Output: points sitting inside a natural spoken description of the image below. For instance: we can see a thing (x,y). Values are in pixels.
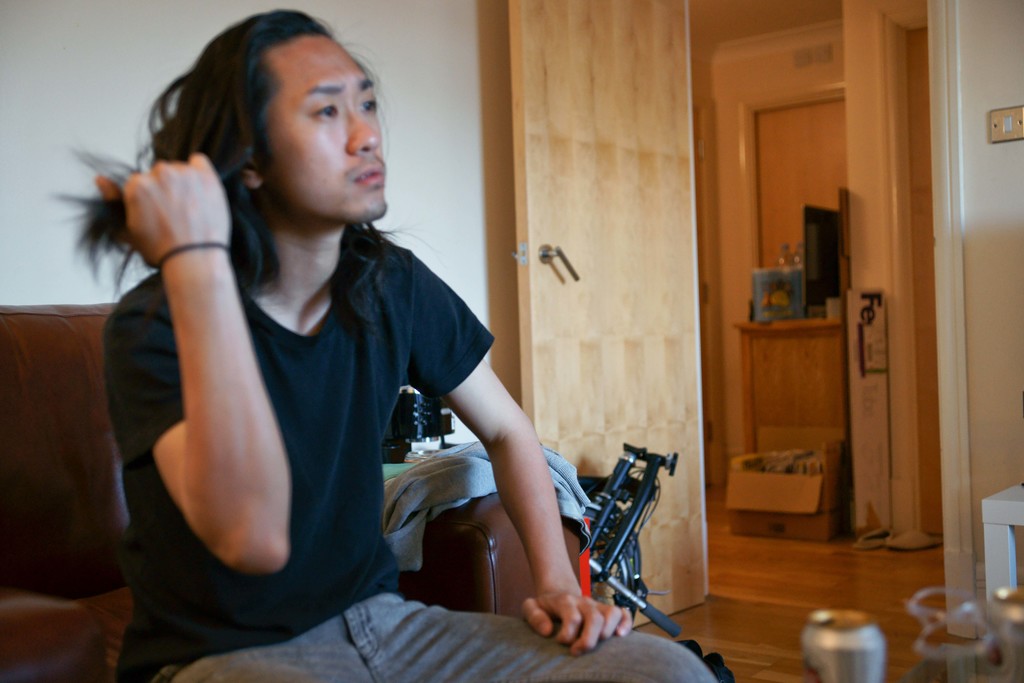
In this picture we can see a man (343,519) is sitting on a sofa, at the right bottom (841,675) there is a tin (835,673), we can see a cloth (454,469) and a bicycle (609,519) beside this man (508,475), in the background (525,364) there is a door (590,211), a cardboard box (829,494) and a table (817,333), there is a monitor (812,288) and two bottles (784,264) present on the table (798,358), on the left side (78,67) there is a wall (78,67).
